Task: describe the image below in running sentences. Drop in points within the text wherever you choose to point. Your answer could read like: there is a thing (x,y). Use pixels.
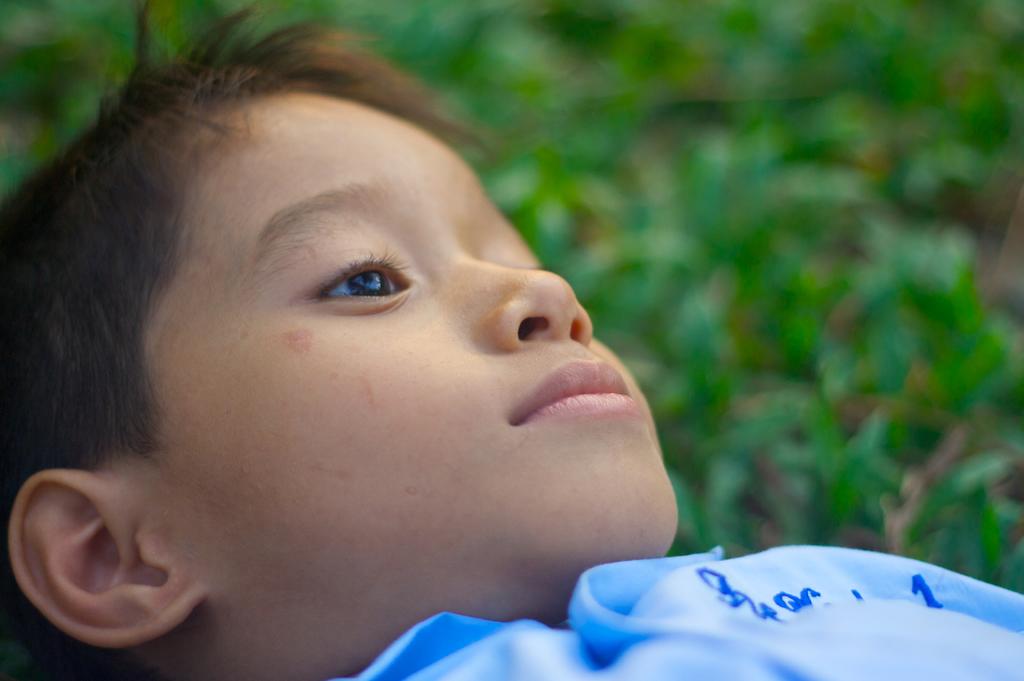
In the image we can see the close up image of the child (294,479) wearing clothes (446,630). Here we can see the grass (765,325) and the background (726,331) is blurred.
